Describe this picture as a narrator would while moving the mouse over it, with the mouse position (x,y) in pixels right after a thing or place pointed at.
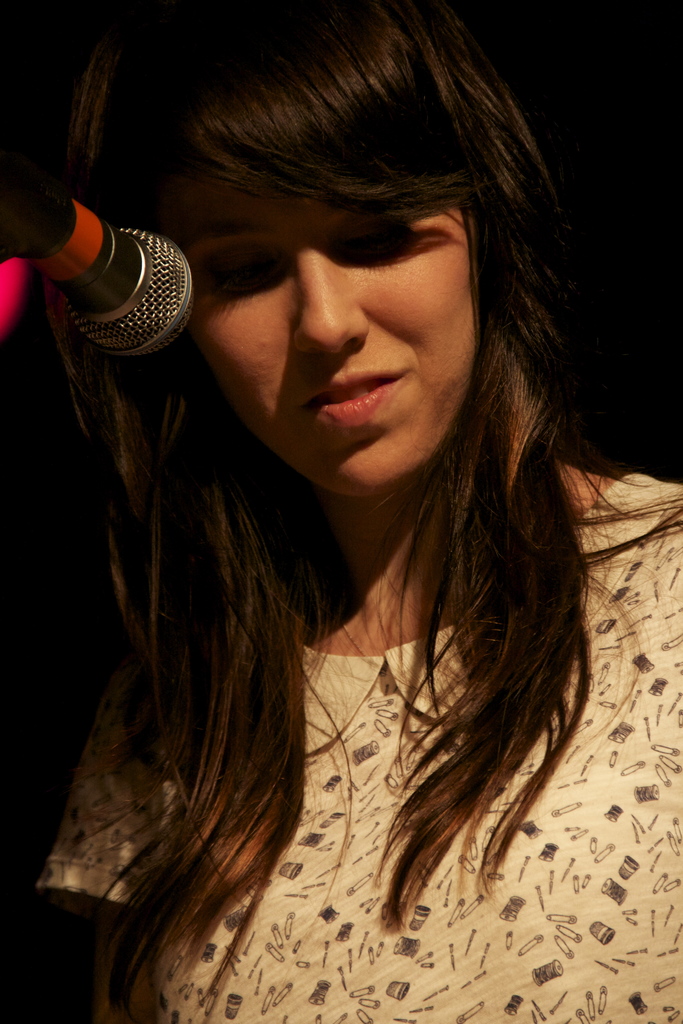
In this image a lady (415,775) wearing white dress (356,900) is standing in front of a mic (114,287).
